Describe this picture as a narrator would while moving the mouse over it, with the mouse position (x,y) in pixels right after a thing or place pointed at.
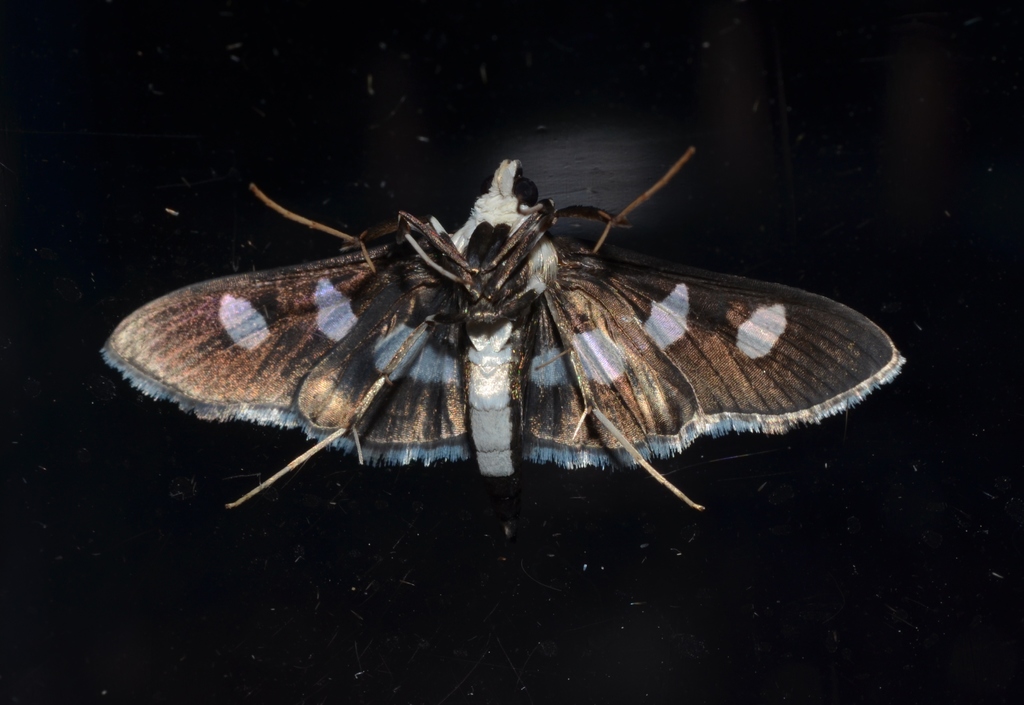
In the center of the image (533,311) we can see an insect (450,283) is present on the surface (588,202).
